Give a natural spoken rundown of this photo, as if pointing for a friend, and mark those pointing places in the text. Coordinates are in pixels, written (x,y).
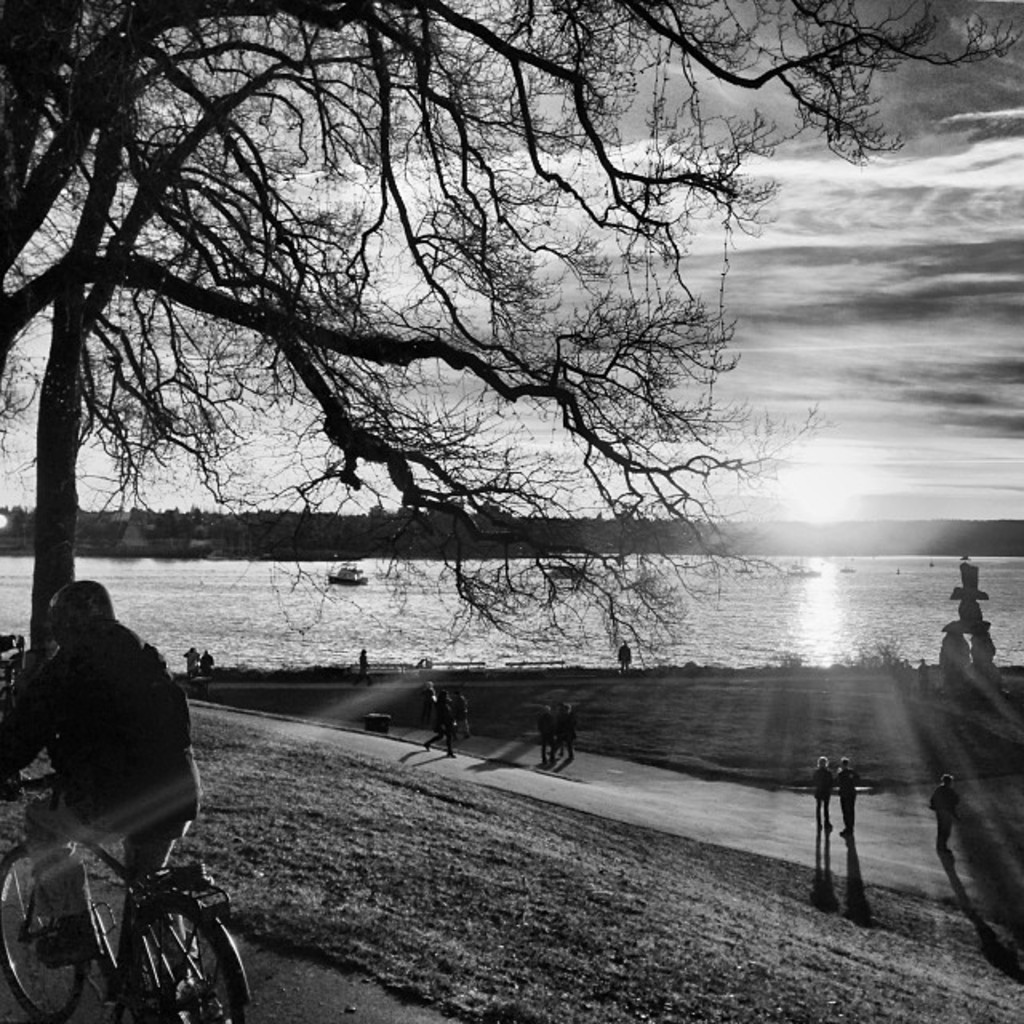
in this i can see in side view of a lake (256,618) and there is a tree (119,367) in side of the lake (18,563) and there is man (36,673) riding on the bicycle (33,937), there are the person (825,789) stand in front of the lake (523,614).
